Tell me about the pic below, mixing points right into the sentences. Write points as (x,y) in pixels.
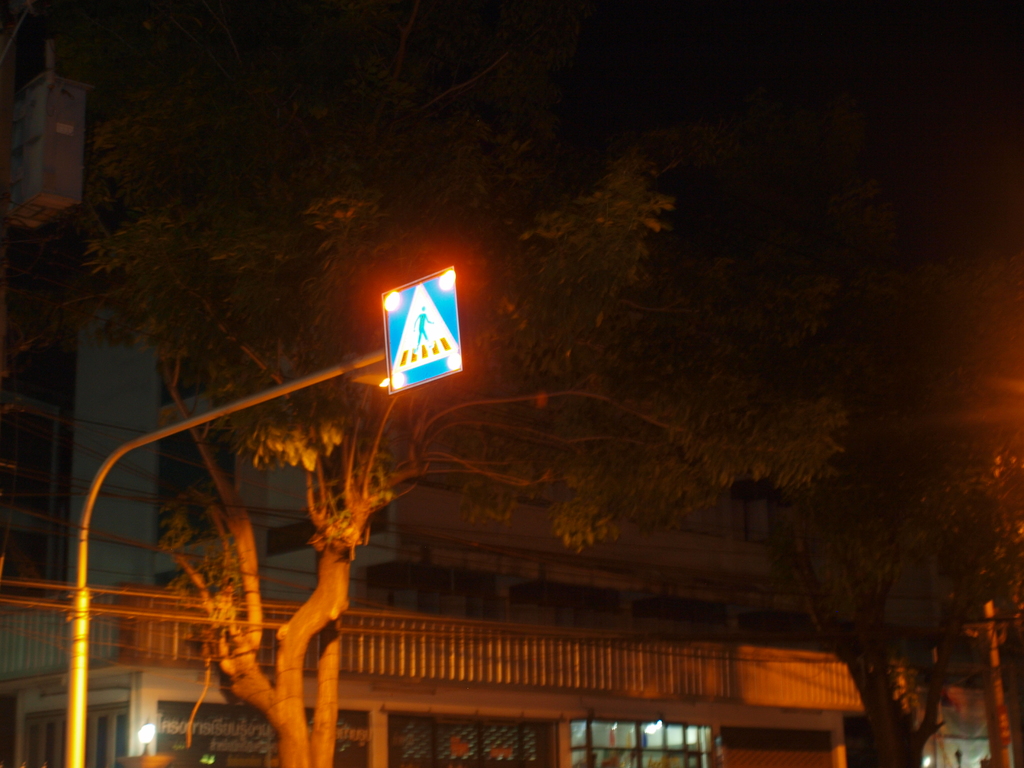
We can see board (404,320) with lights (448,276) on pole (72,692) and we can see trees (650,448). Background (150,676) we can see building (382,550) and windows (56,729).
